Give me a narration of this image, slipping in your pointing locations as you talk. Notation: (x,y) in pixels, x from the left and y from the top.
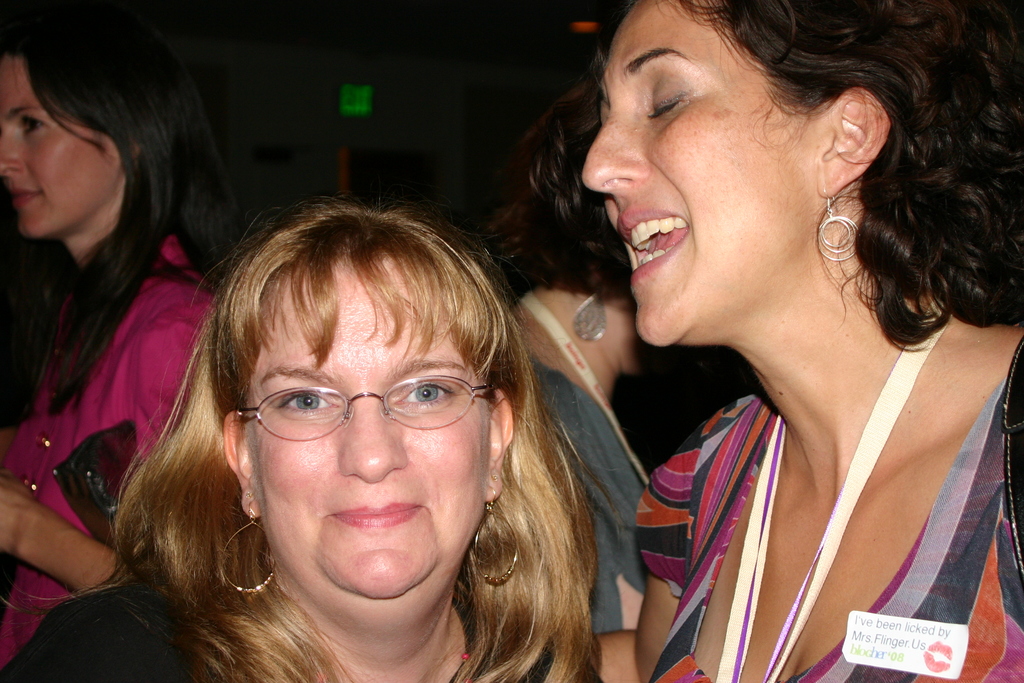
In this image, I can see few people (449,548) standing. This looks like a badge (915,625), which is attached to the dress (943,594). I think these are the tags (879,428). The background (347,87) looks dark.
